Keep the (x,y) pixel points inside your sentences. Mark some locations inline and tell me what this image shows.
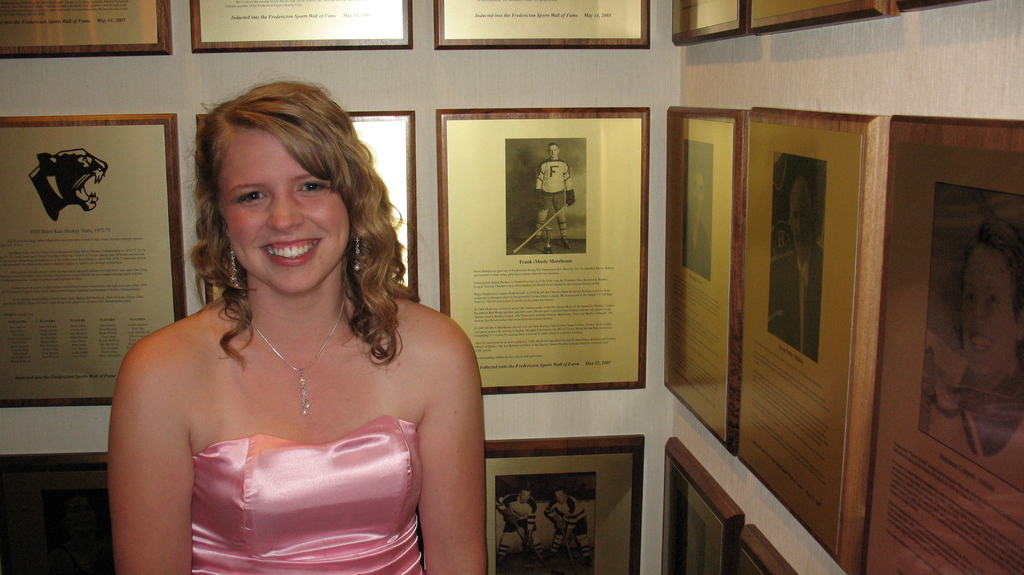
In this image I can see the person (282,424) is wearing pink color dress (377,522). Background (711,9) I can few frames (726,13) are attached to the white color wall (822,64).
